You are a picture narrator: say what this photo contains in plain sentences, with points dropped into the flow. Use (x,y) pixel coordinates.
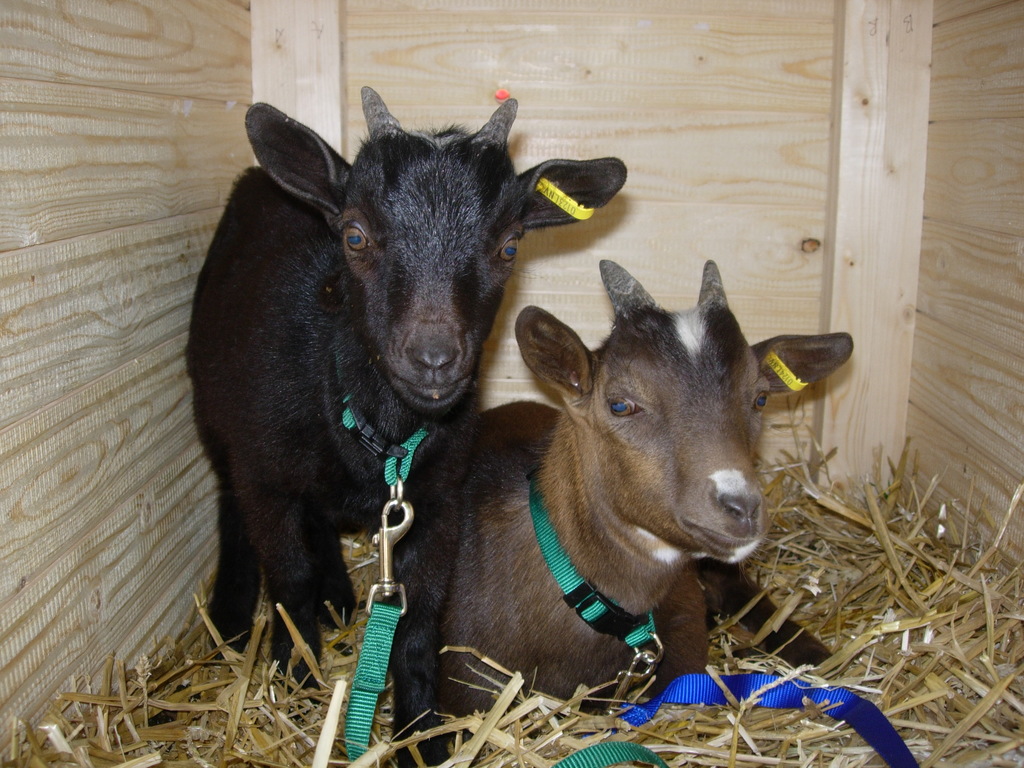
In this image we can see two animals (520,589) in the shed (851,444) and also we can see the grass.
